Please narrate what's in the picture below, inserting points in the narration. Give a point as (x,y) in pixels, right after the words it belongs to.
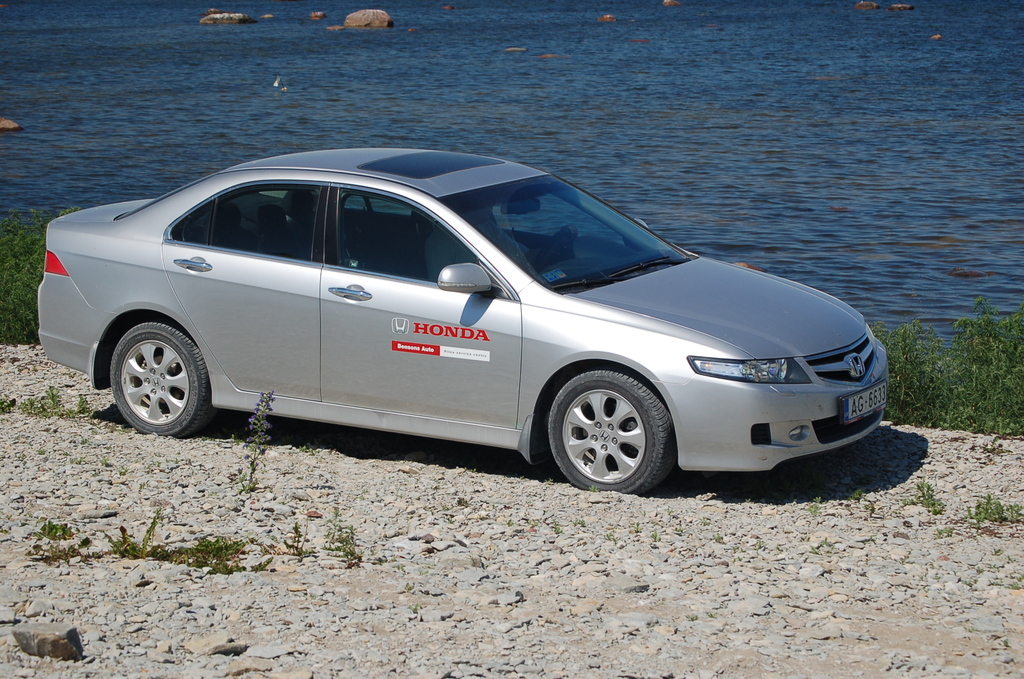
We can see car (515,343) on the surface (451,594), stones (393,549) and plants (892,360). In the background (649,45) we can see water (638,56) and rocks (249,16).
